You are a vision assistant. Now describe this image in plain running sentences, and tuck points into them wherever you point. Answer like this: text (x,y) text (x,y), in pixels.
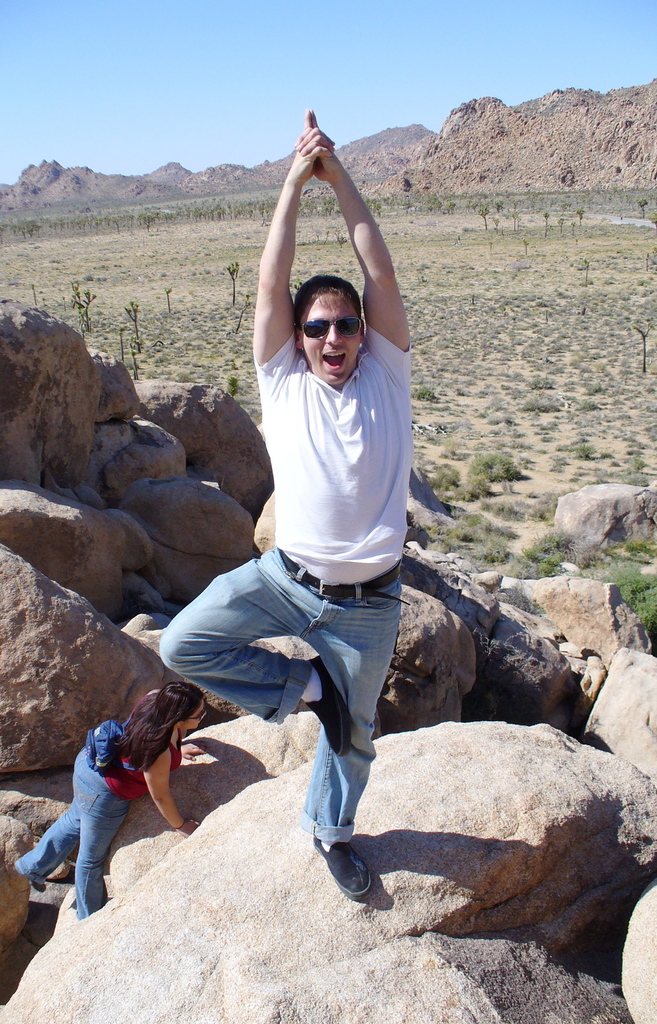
In this image we can see a man (369,518) standing on the rock (374,842). At the bottom (84,814) there is a lady (95,809). In the background (331,8) there are hills (510,125) and sky (521,35). We can see trees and there are rocks (392,675).
